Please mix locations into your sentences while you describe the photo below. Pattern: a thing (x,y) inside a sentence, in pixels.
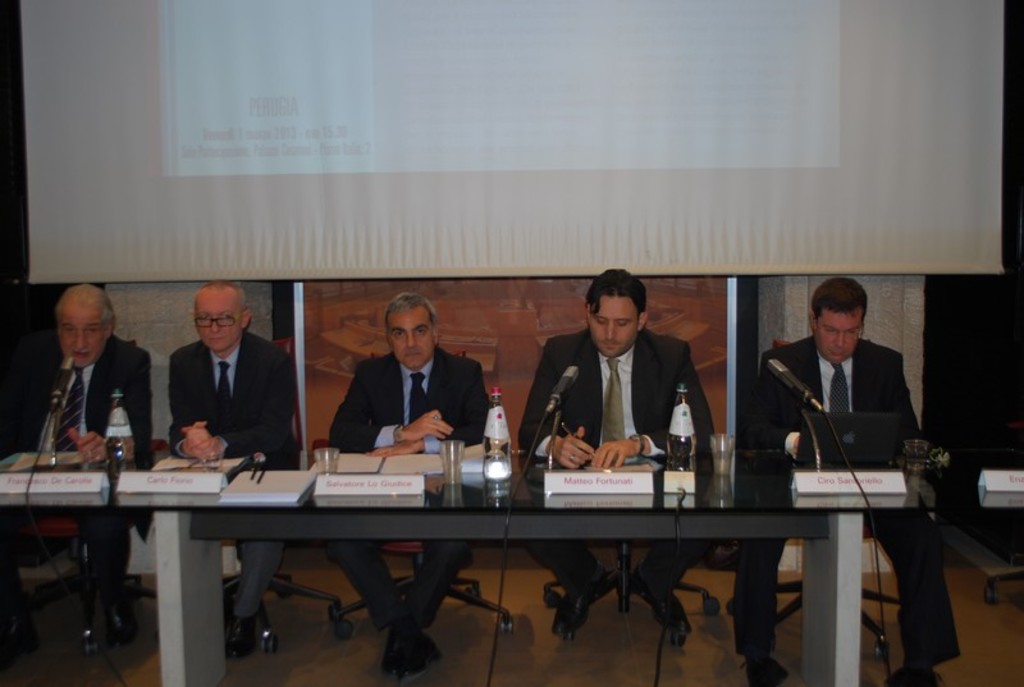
In this image we can see five persons (796,395) sitting on the chairs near the table (278,466). There are mics (53,464), bottles (121,434), glasses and laptop (824,452) on the table (780,454). In the background (633,151) we can see a projector screen (319,159).
